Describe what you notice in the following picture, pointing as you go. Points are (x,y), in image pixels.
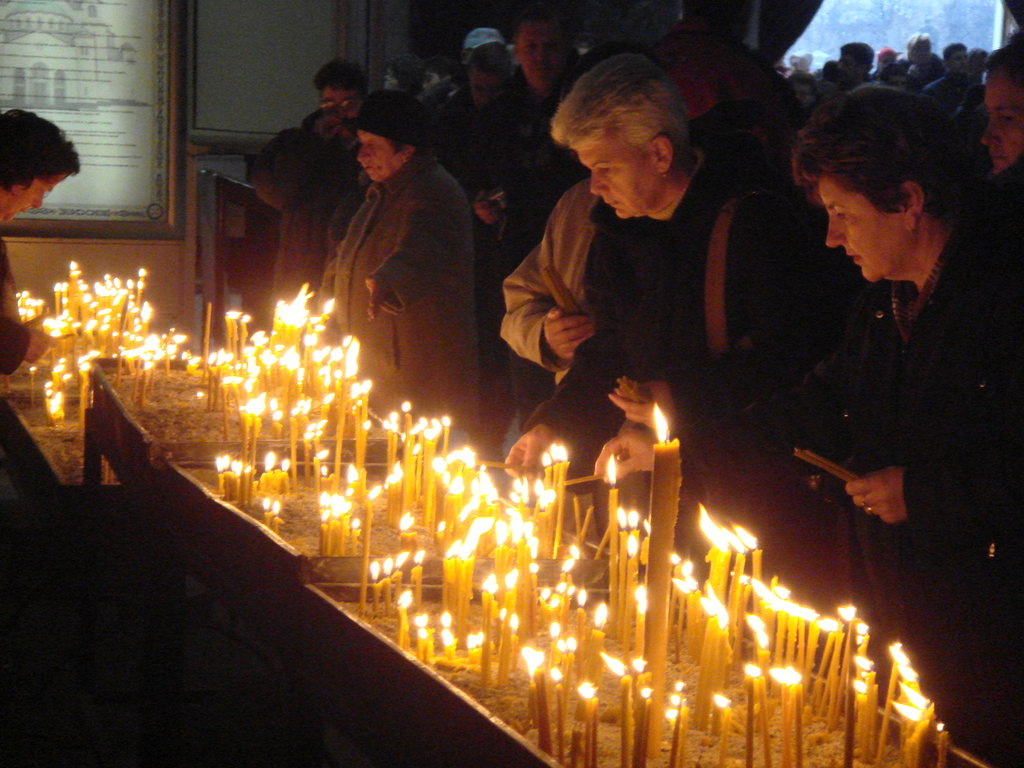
In the picture we can see some people (693,254) are standing near the long table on it, we can see many candles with light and on the opposite side, we can see a woman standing and lighting the candles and behind the table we can see a wall (109,239) with photo frame (92,175) and something written on it.
